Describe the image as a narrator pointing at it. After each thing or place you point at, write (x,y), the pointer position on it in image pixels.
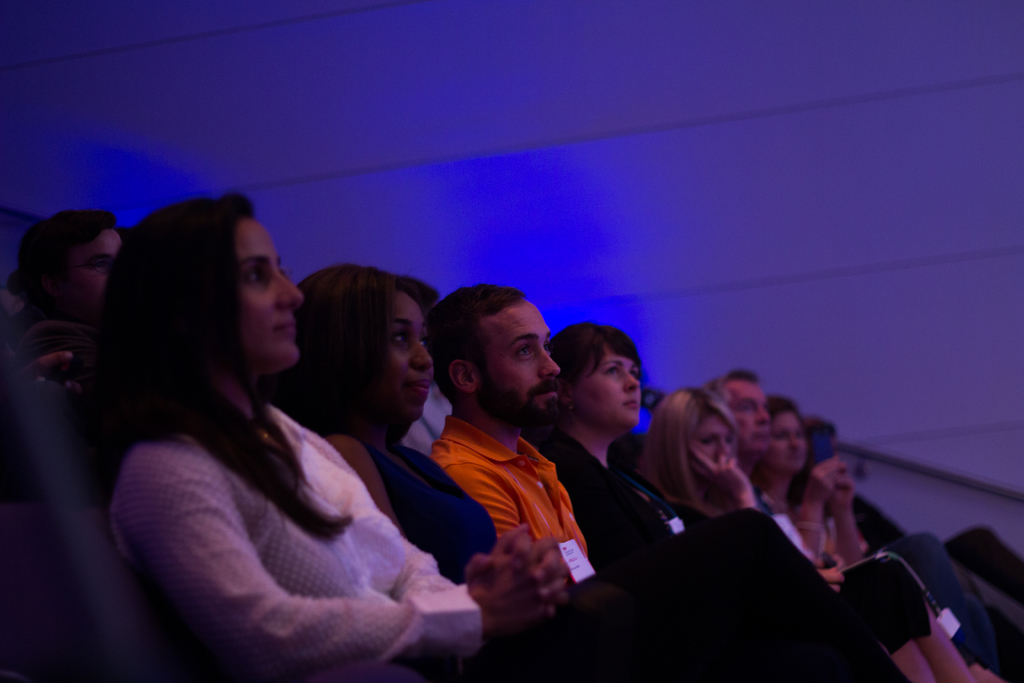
In this picture there are people (252,267) sitting. In the background of the image (556,67) we can see wall (580,101) and rod (1004,493).
